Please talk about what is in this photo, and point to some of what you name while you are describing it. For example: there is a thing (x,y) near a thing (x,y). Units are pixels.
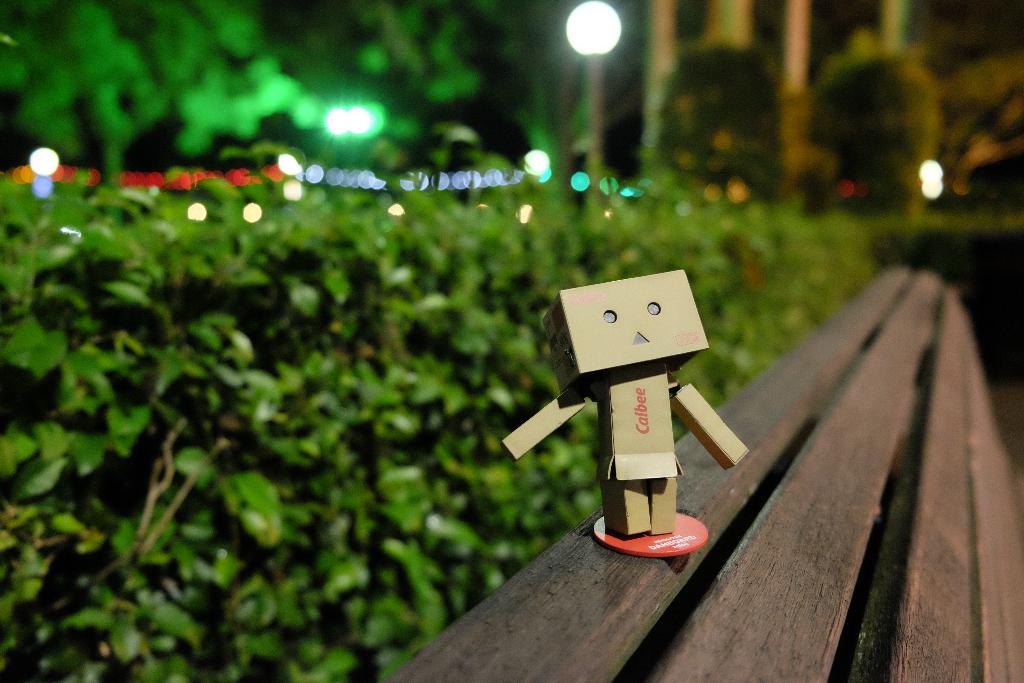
In this image, we can see a wooden bench (801,601), there is toy (616,512) on the bench (634,580), we can see some green plants (384,261) and trees (525,63), we can see some lights (46,158).
